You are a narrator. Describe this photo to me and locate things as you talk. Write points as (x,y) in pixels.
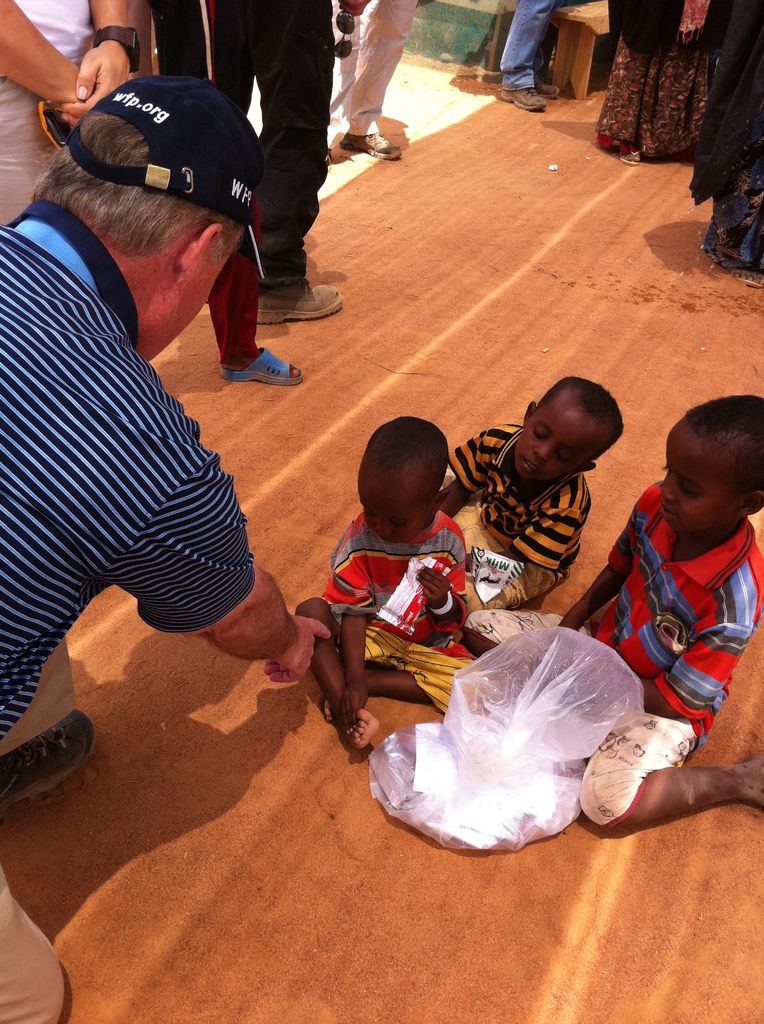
In this image we can see people (679,147). At the bottom (499,826) we can see kids (473,485) sitting and there is a cover (434,819) placed on the floor (442,937).
